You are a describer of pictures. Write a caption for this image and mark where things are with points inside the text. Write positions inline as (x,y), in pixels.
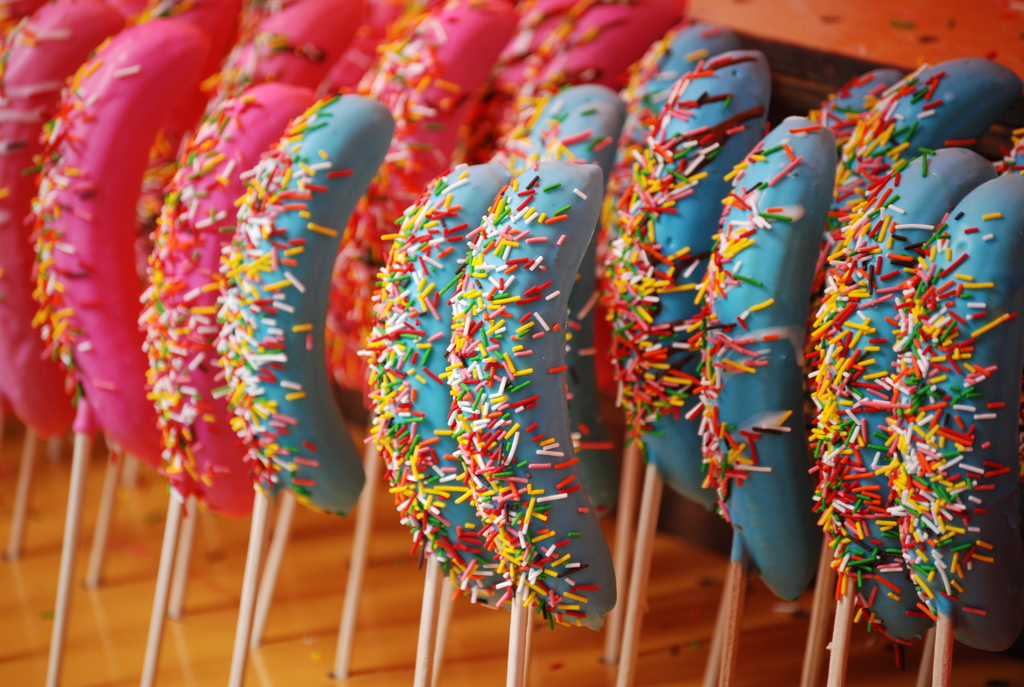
In this image we can see a food (378,257) with sticks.
